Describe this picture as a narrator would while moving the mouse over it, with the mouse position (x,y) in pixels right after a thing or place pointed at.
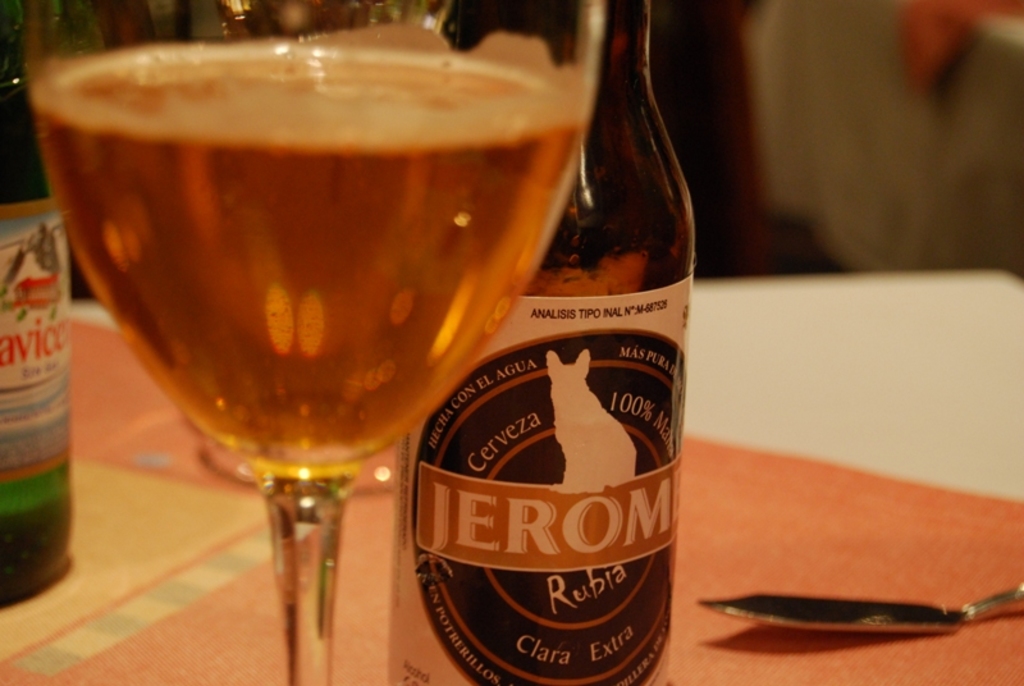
In this image i can see a glass (140,173) with beer (284,256) in it, a glass bottle (554,459) with a sticker (563,469) attached to it and a spoon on the table (859,518). In the background (56,473) i can see another glass bottle (53,388) on the table (53,596).
